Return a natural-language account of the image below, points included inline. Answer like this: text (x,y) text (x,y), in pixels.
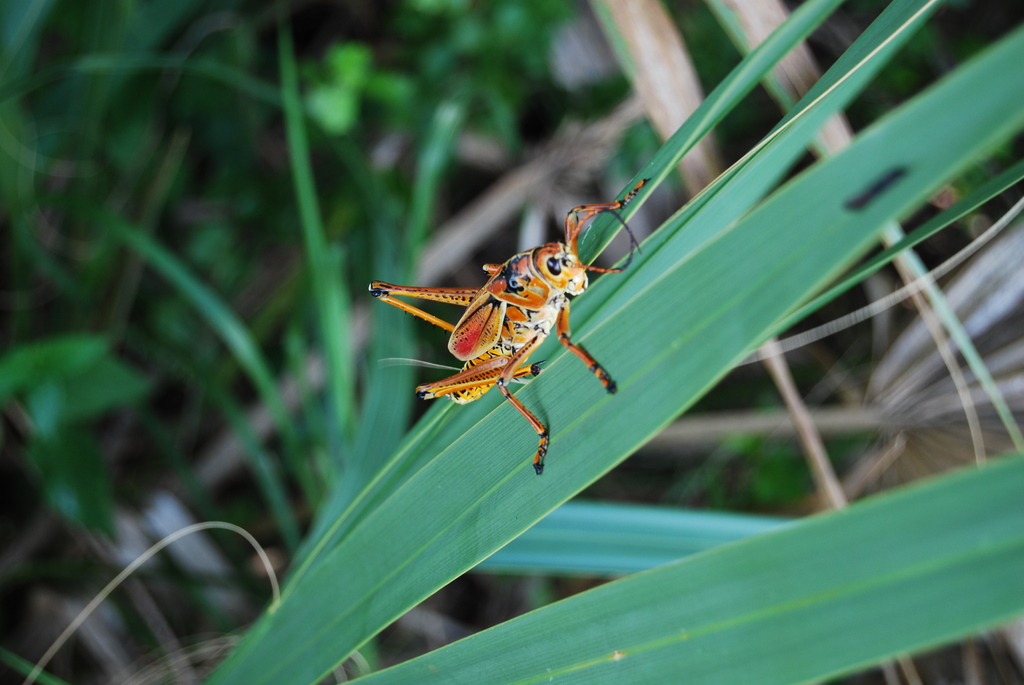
In this image there are plants (310,589) truncated towards the bottom of the image (675,577), there are plants (893,164) truncated towards the right of the image (911,147), there are plants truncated towards the left of the image (50,362), there is an insect (514,366) on the plant (544,390), the background of the image (528,73) is blurred.
